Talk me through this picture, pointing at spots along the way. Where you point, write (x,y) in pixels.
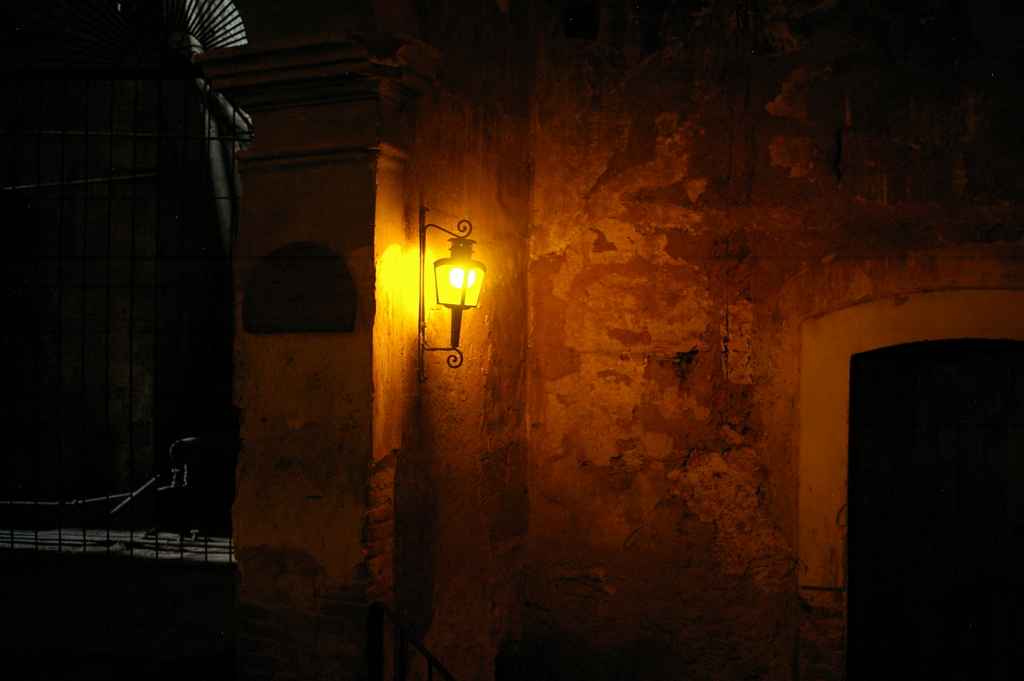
In this picture we can see a wall (650,334) and a light (473,260). On the right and left side of the picture (143,206) it is completely dark.
